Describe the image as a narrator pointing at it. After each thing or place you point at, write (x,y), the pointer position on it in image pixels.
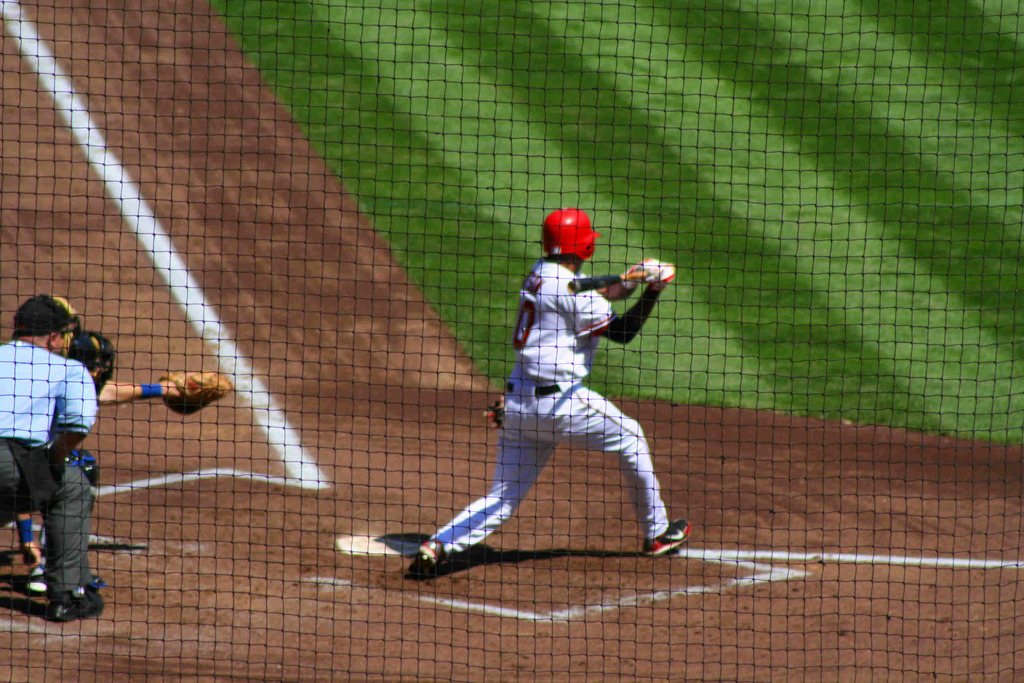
A man (605,304) is standing holding bat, here 2 people (55,456) are standing, these is mud (682,623) and grass (753,214).
